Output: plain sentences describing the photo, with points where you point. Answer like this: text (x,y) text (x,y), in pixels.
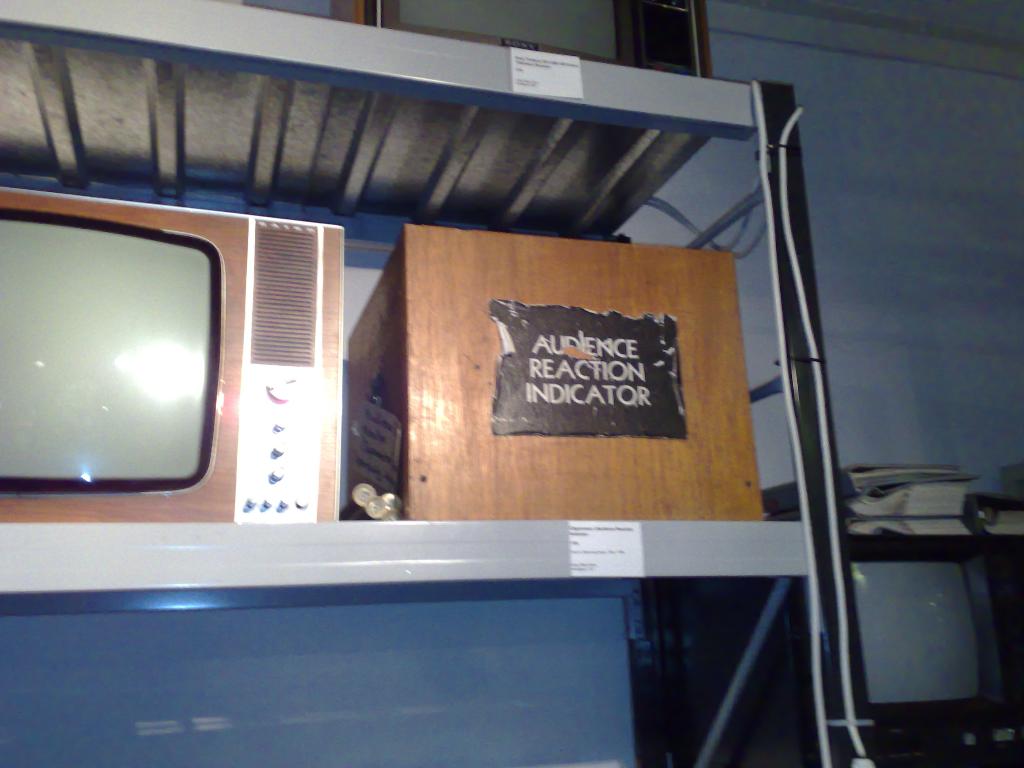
In this image there are TVs (624,28) and a few other objects (587,379) on the rack (567,170). On the right side of the image (1009,701) there is another TV (935,637) and on top of it there are books (883,488). In the background of the image (888,200) there is a wall (910,280).
